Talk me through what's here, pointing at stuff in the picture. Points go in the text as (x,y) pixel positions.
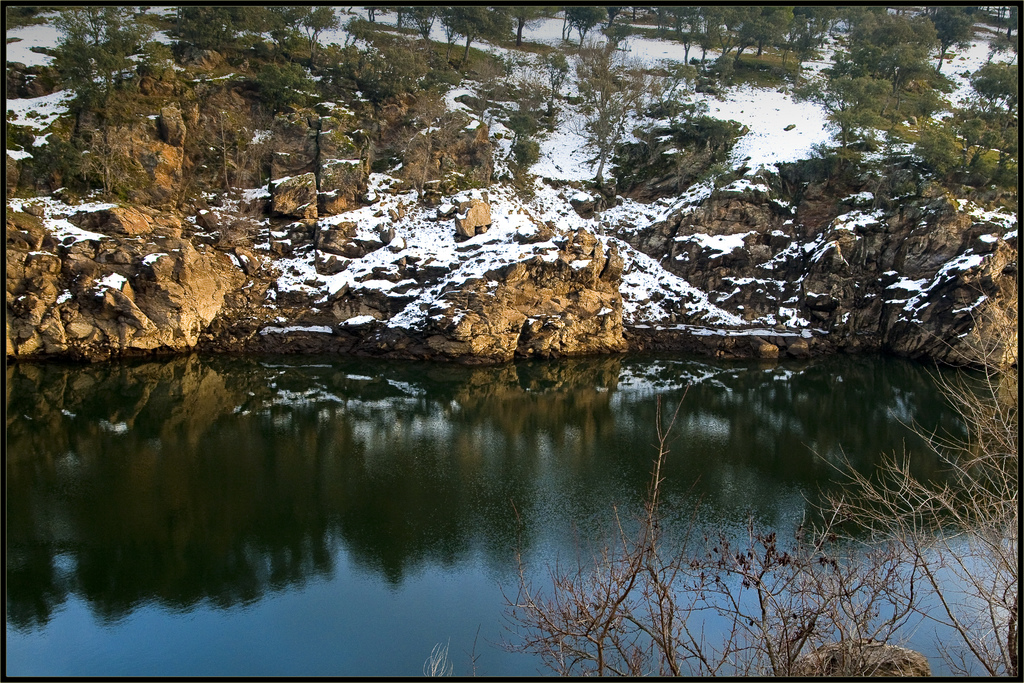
In this image I can see the water (447,498). To the side of the water (391,475) there are many rocks (571,307) and trees (361,135). On the rocks (472,174) I can see the snow (505,170).
